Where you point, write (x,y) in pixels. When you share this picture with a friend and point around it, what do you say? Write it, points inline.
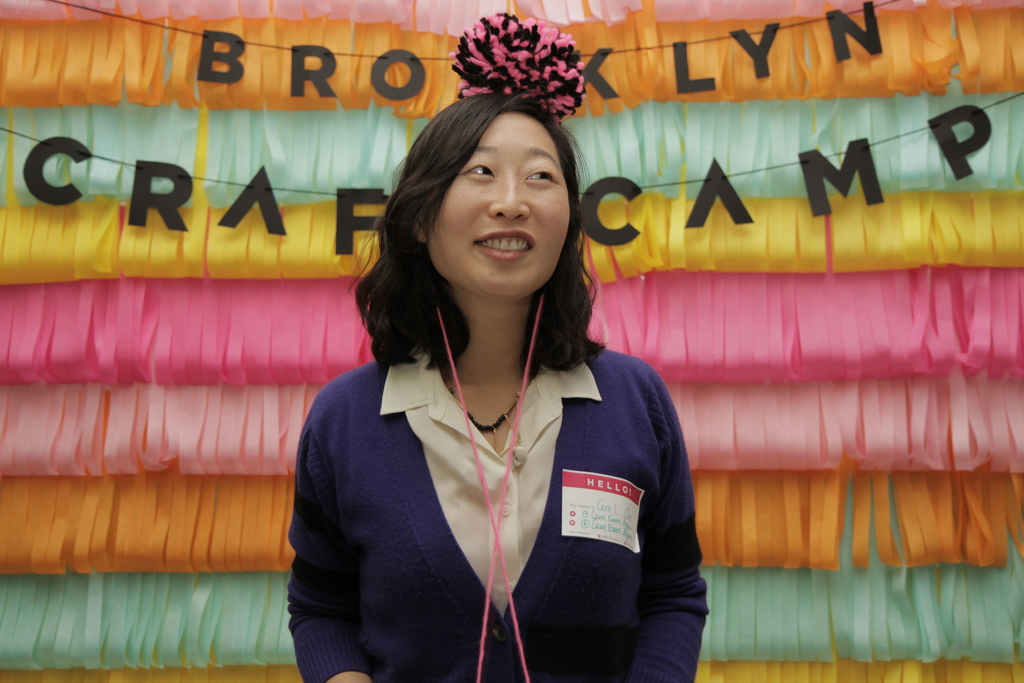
In front of the image there is a person (502,324) having a smile on her face (539,217). Behind her there are decorative ribbons (309,312) and there are some letters (978,138) tied to the wire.
